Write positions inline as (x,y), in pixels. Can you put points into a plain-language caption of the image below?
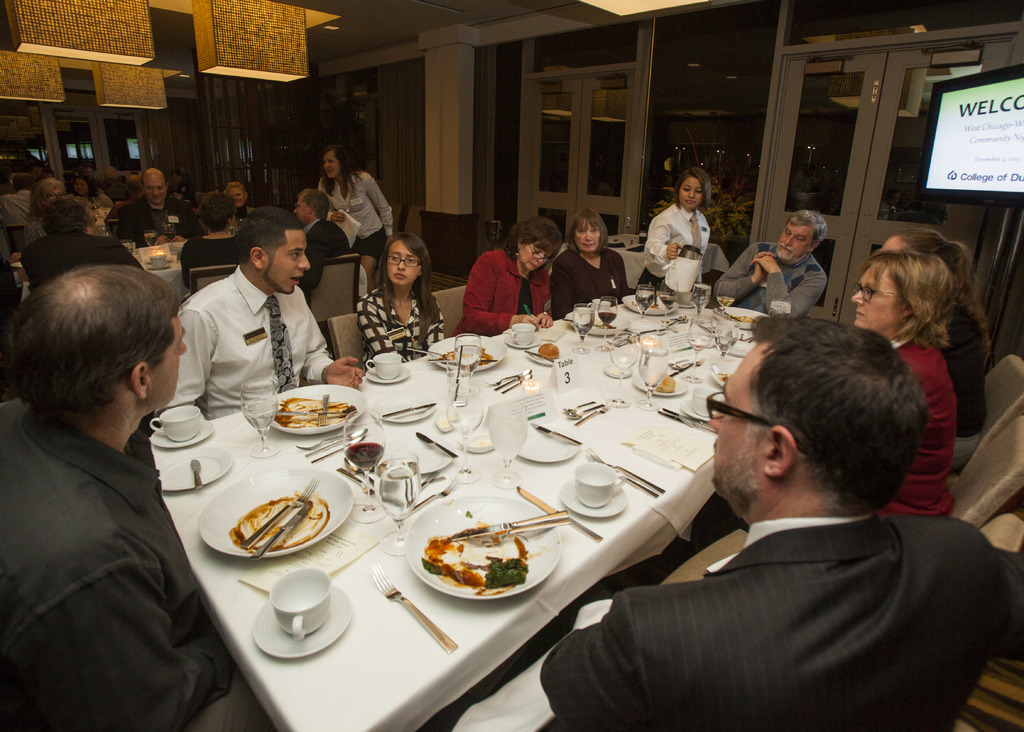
In this image we can see a few people (399,325) sitting on the chairs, there are tables (249,456) in front of them, on the tables (229,438), we can see cups (580,482), knives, forks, glasses (409,496), also we can see some food item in the plates (615,322), there are walls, lights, there is a TV screen (989,153) with text (974,118) on it.
